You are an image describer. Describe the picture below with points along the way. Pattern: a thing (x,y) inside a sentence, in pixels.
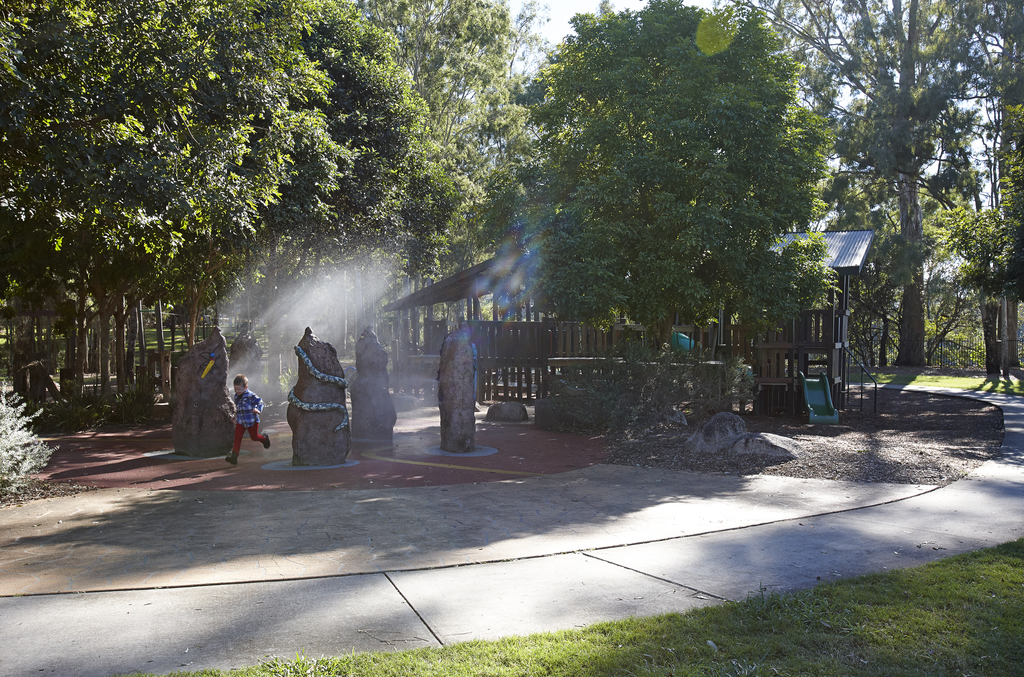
In this image I can see grass (696,631), trees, fence (528,385), tin shed (801,364), rocks (467,393), sliders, floor (279,422), a boy (251,429) is running on the ground (280,451) and the sky (515,24). This image is taken may be during a day.
